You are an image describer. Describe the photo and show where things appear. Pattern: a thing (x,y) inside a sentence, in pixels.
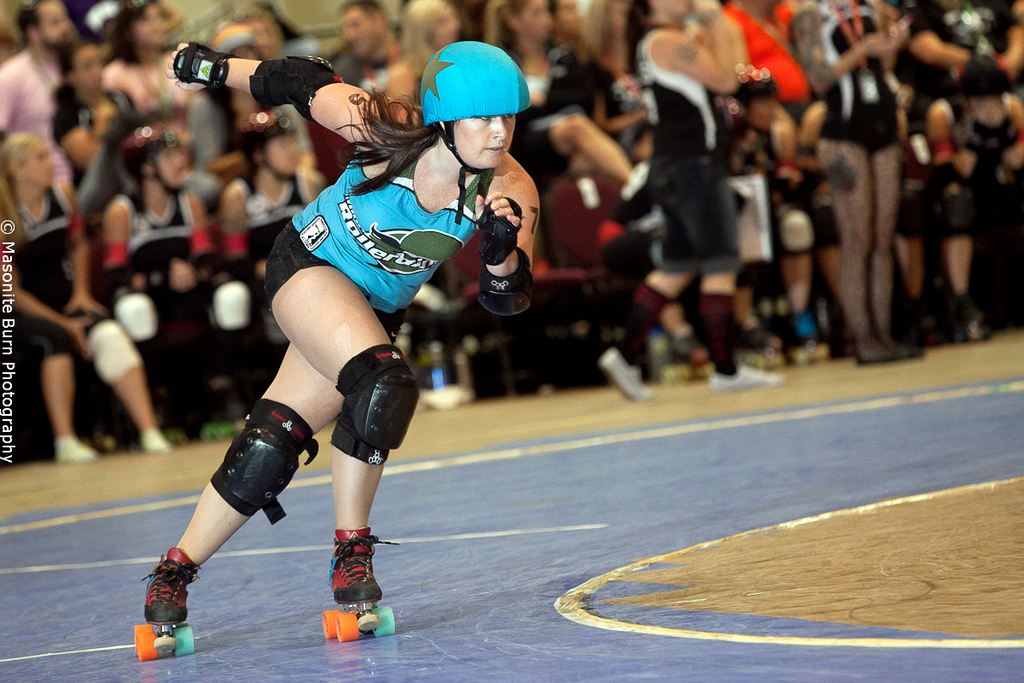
In this image we can see a person (295,225) skating on the floor (796,521). In the background (164,128) there are people (199,236) sitting on the chairs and some are standing on the floor (822,521).
